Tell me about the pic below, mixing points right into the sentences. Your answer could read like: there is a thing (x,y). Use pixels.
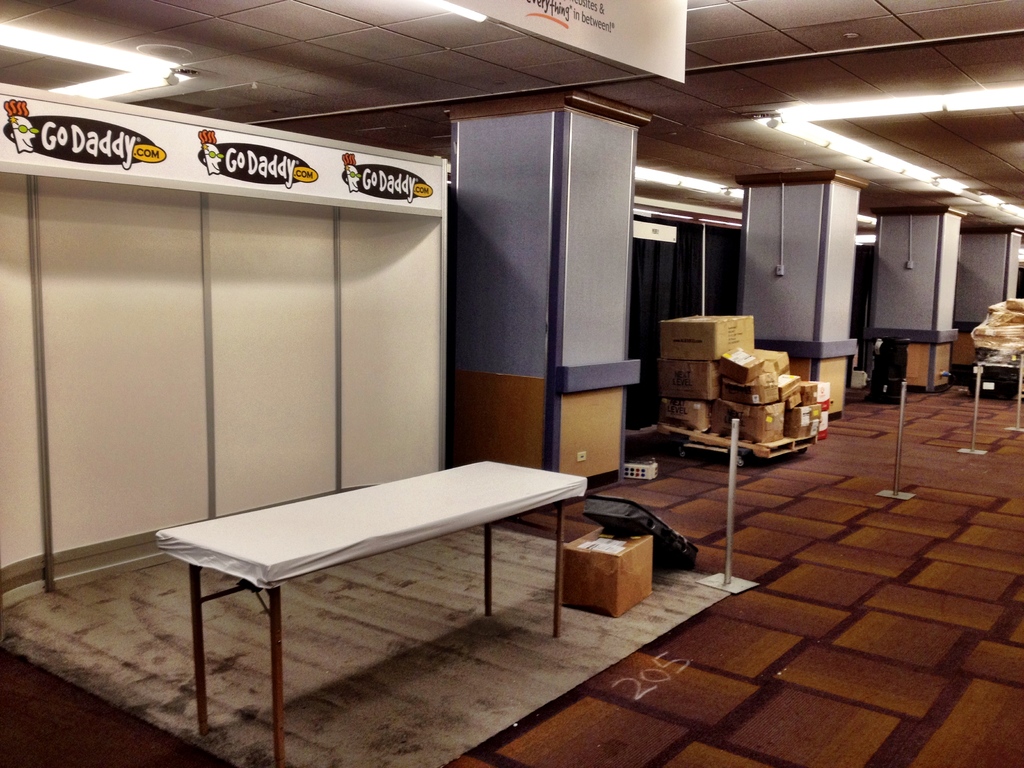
On the left side (261,521), there is a table (174,542) which is covered with white color cloth (347,553). Beside this table (526,477), there is a box (583,595) and an object (668,549) on the floor (615,656) and there is a hoarding (135,171) attached to the wall (442,214). In the background (463,443), there are pillars (825,367), there are lights (992,104) attached to the roof (838,131) and there are poles (1013,429).
